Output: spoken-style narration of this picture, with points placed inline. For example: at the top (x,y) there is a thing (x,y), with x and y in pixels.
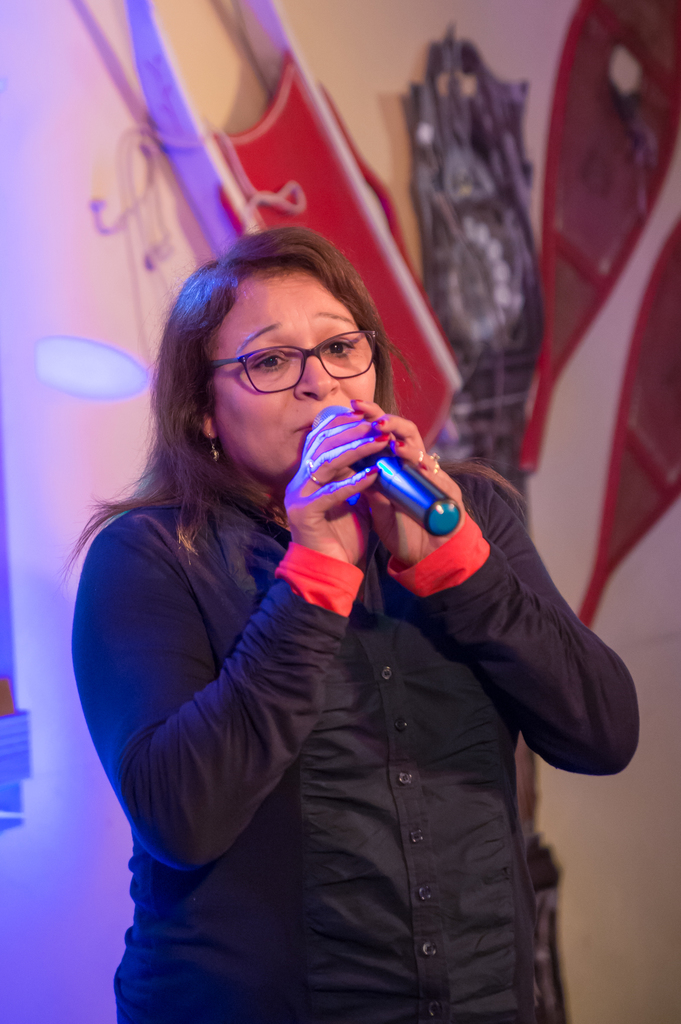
In this picture a lady (234,375) is talking with a mic (402,482) in both her hands (390,431). In the background (328,132) there are few objects (318,132) attached to the wall (648,684).
